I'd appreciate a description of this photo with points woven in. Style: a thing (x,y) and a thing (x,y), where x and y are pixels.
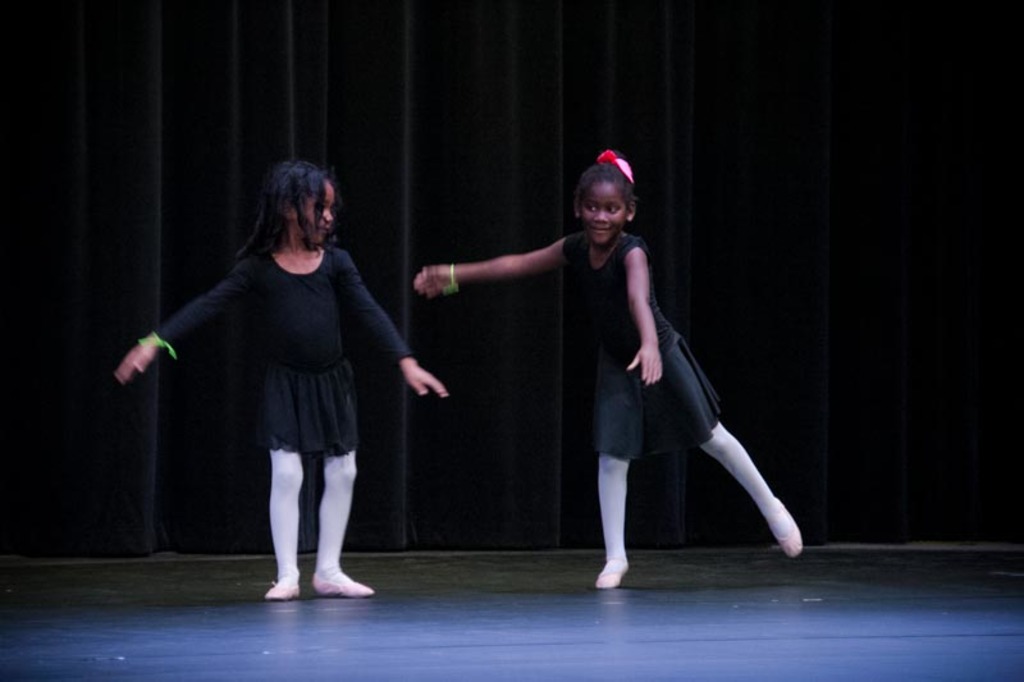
In the image we can see two girls (642,415) wearing clothes (340,512), hand band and shoes (284,597), and they are dancing. Here we can see a floor (601,630) and the curtains (456,125).
